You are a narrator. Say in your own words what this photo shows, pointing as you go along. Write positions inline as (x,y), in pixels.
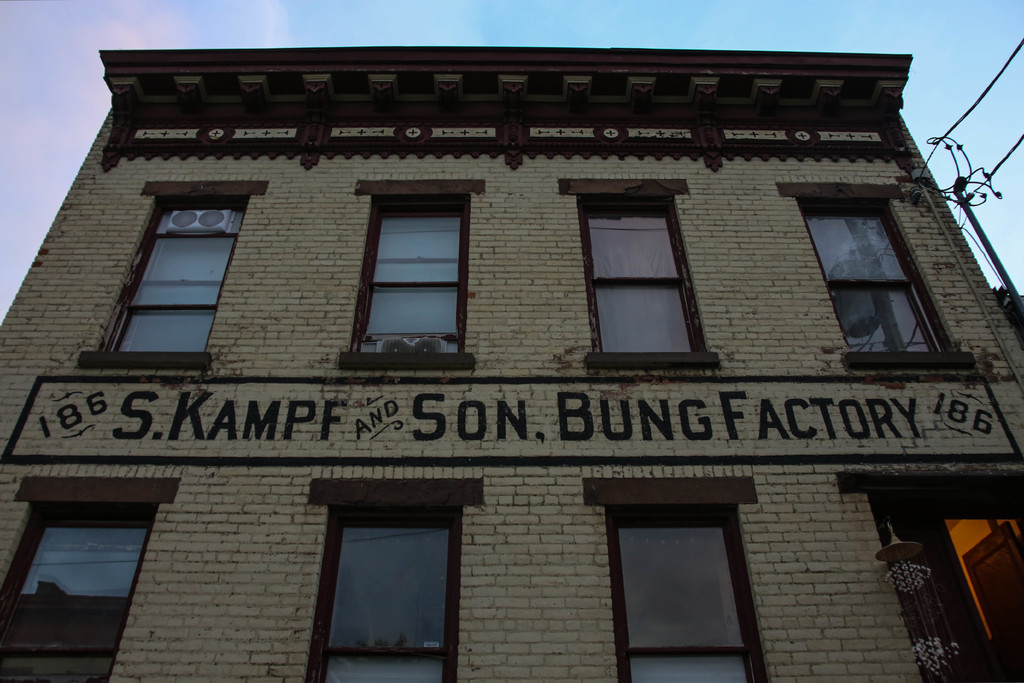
In the image we can see a building (780,173). Behind the building (774,171) there are some poles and wires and clouds (11,124) and sky (860,26).
